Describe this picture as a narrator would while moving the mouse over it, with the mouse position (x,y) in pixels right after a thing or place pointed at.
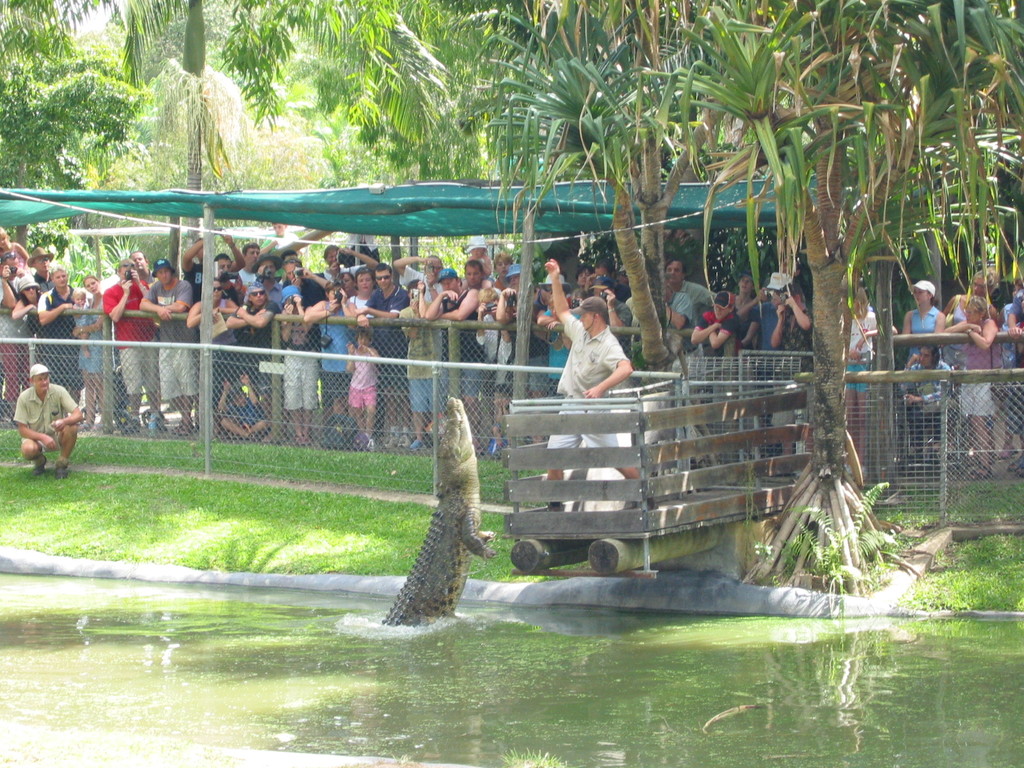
This image is taken outdoors. At the bottom of the image (144,664) there is a pond (148,647) with water (651,693) in it and there is a crocodile (450,505) in the pond (356,668). In the background (372,165) there are many trees (444,104) and many people (454,287) are standing on the floor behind a fence (943,411) and there is a tent (533,202). In the middle of the image (677,441) a man (570,351) is standing on the wooden platform (599,447) and there is a ground (270,522) with grass (122,515) on it.
